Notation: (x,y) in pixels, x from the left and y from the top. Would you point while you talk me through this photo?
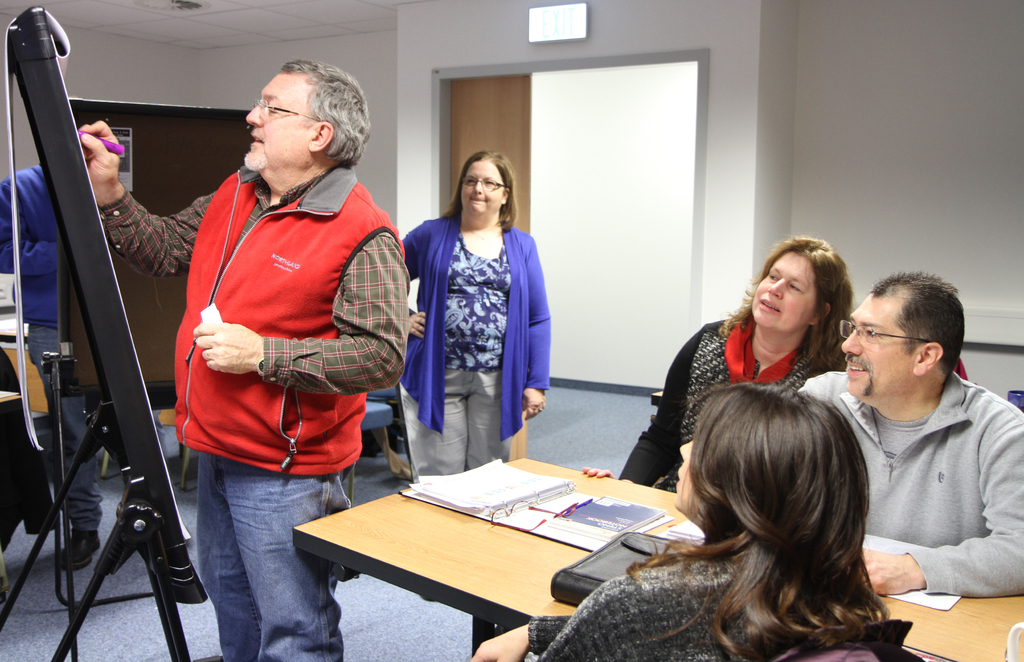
This image is taken indoors. In the background (409,18) there is a wall (426,120) with a door (459,127) and there is a signboard (533,29) with a text (573,22) on it. On the right side of the image (802,445) a man (973,409) and two women (745,533) are sitting on the chairs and there is a table (938,626) with a few things (491,514) on it. In the middle of the image (548,361) a woman (478,255) is standing on the floor (58,613). On the left side of the image (338,458) two men (26,191) are standing on the floor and they are sketching on the boards (62,170).
